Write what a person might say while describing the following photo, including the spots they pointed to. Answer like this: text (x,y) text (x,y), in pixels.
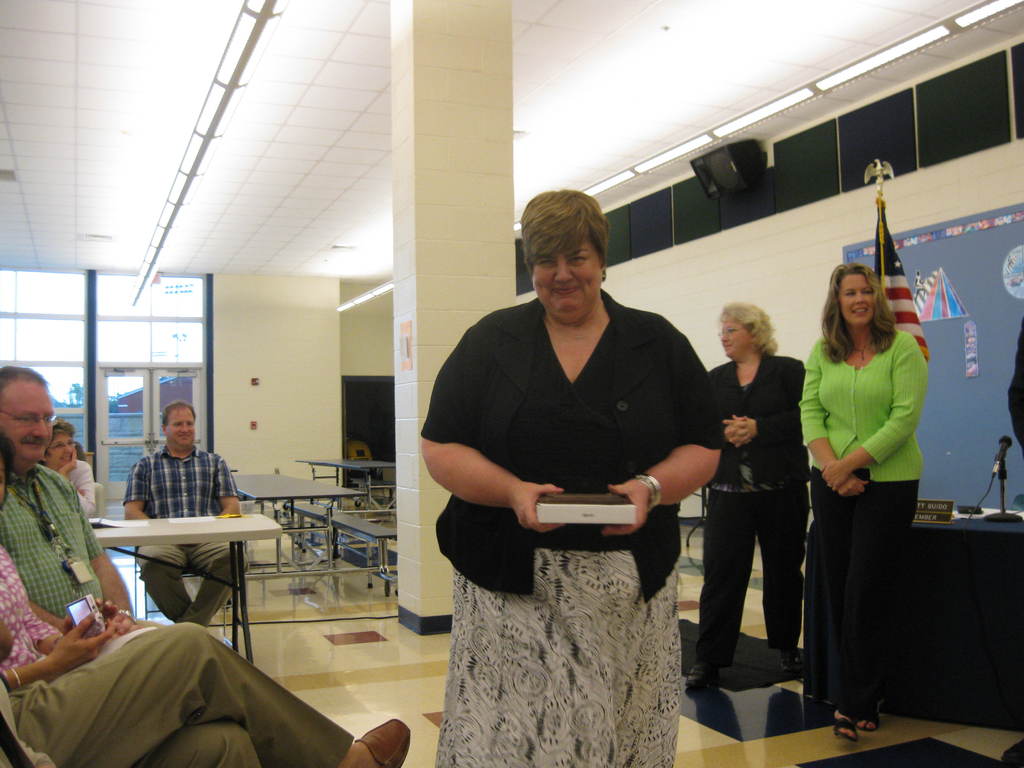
As we can see in the image there is a wall (293,340), door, few people (594,405) standing and sitting and there is a flag (906,299) over here and there are benches (336,521).
